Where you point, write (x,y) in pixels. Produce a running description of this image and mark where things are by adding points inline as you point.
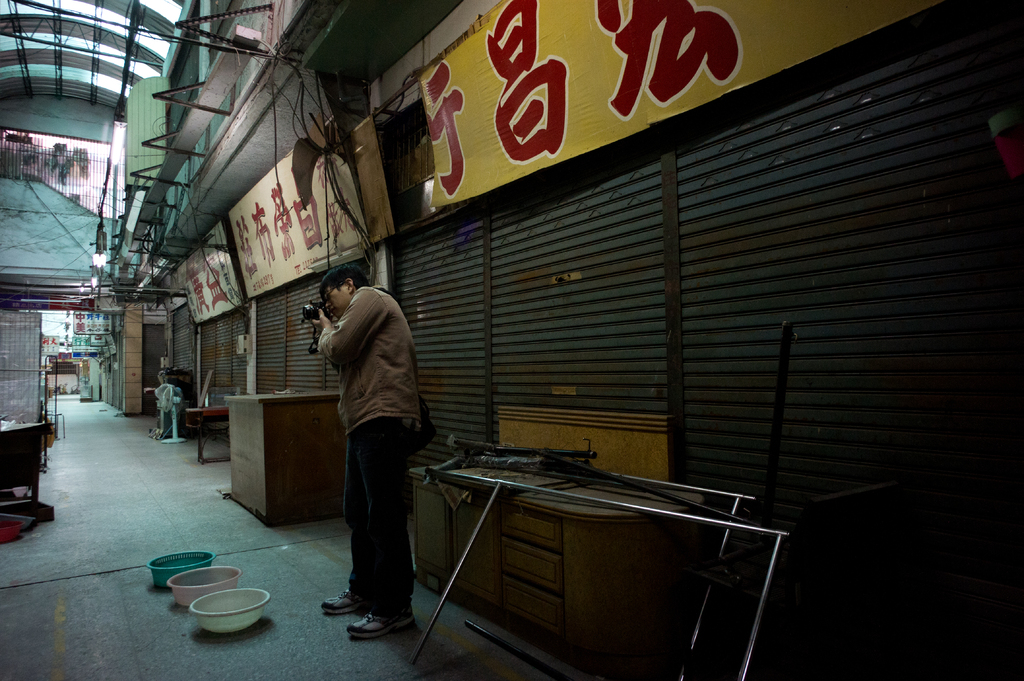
There is a person (368,356) holding a camera (324,307) and a bag (407,430). Near to him there are cabinets (551,547) and rods (540,487). In the back (242,315) there are shops (306,300) with shutters (317,294) and name boards (294,230). In front of him there are three baskets (212,595). In the back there is a standing fan (158,395) and some other items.
